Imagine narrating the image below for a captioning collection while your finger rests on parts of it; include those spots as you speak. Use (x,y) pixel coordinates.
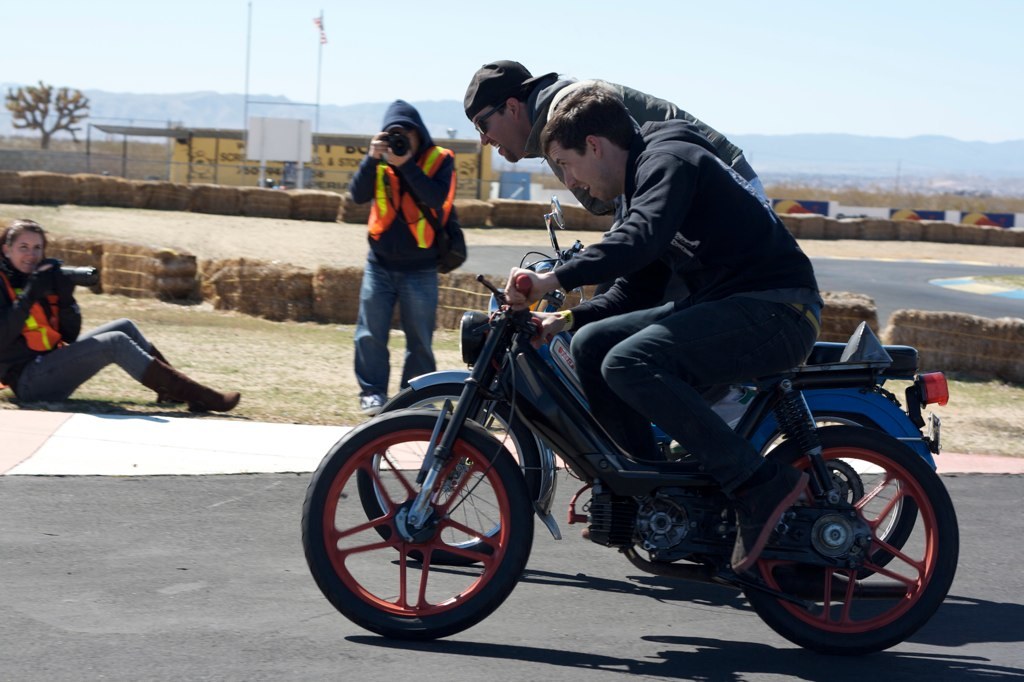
This picture consists of person (622,318) visible on bi-cycle (384,430) on the road (105,542) and I can see two persons (39,227) holding a camera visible on the left side (37,290) and I can see a road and hoarding board (212,138) visible in the middle (510,246), at the top (641,47) I can see the sky (918,47) and on the left side (34,114) I can see tree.
